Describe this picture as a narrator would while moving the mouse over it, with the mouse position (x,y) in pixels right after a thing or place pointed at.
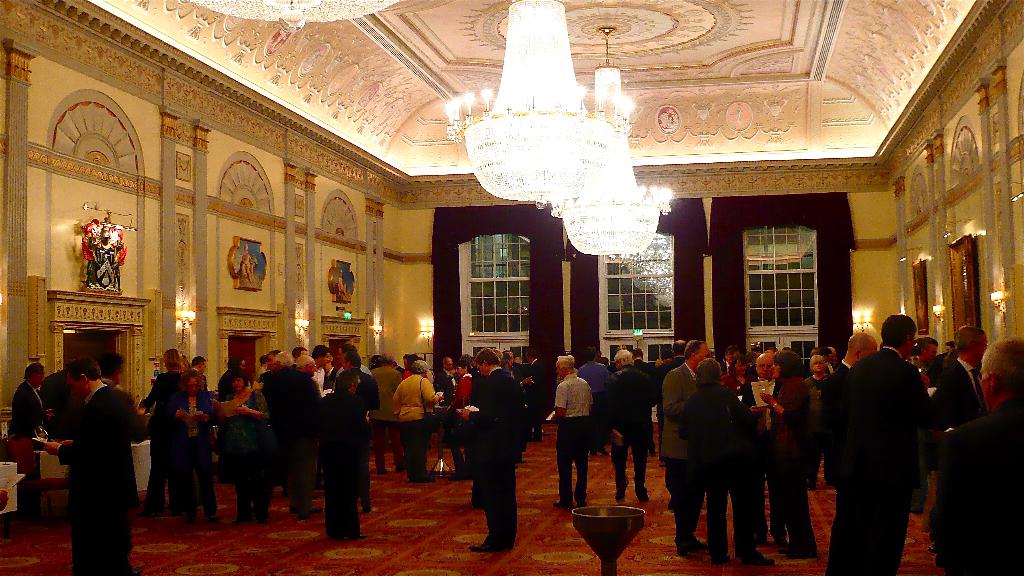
In this image there are people (743,419) standing on the floor (438,486). Left side (140,491) there is a table (6,483). Bottom of the image (582,525) there is an object (603,547). There is a sculpture (113,273) and frames (234,265) are attached to the wall (270,275) having doors (336,355) and windows (801,305). Top of the image (559,103) there are chandeliers (559,129) hanging from the roof (718,55). There are lights (995,306) attached to the wall (859,248).
